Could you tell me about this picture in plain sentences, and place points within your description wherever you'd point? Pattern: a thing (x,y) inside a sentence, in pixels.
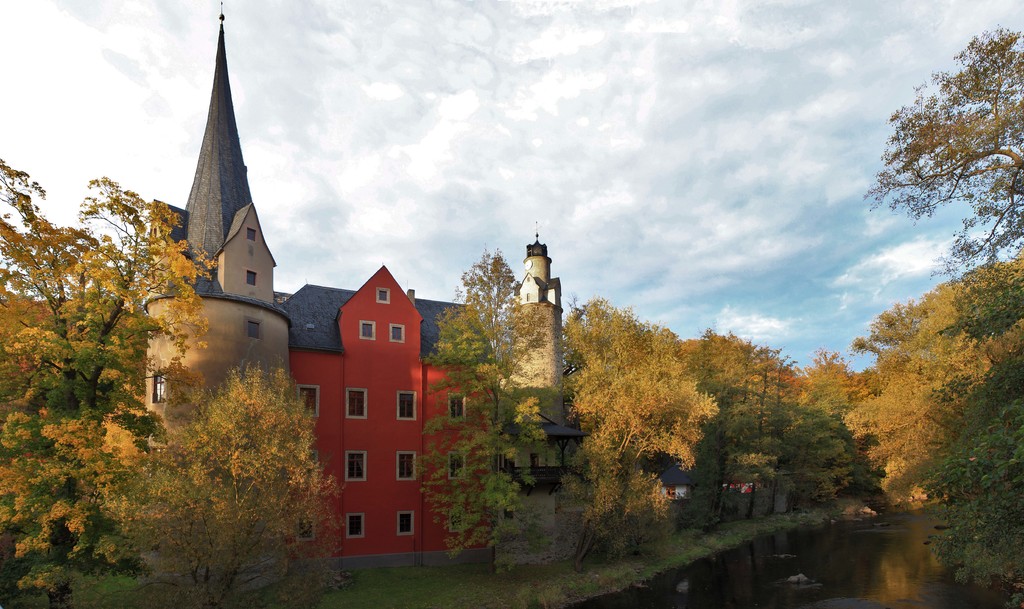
In the center of the image (420,401) we can see building (402,488) and trees (455,498). On the right side of the image (954,402) we can see trees (975,576). At the bottom of the image (806,573) we can see water (806,573). In the background (694,168) we can see sky (699,131) and clouds (523,119).
